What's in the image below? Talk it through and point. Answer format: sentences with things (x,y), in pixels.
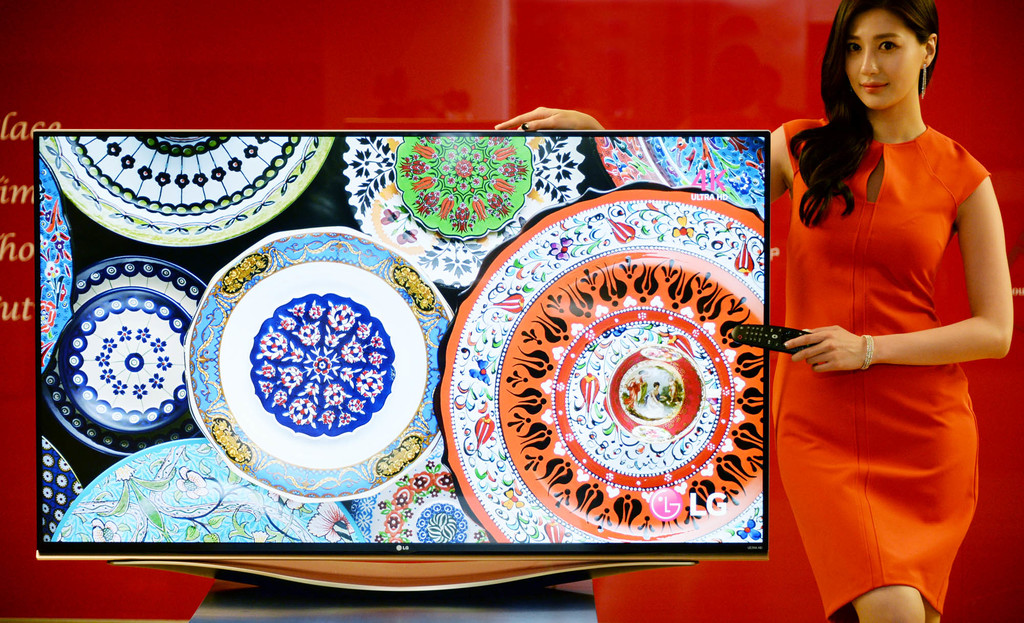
In the foreground (243,318), I can see a TV (435,373) and a woman (862,319) is holding a remote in hand (843,359) is standing. In the background (535,95), I can see a colored wall (397,66). This image taken, maybe in a hall (708,103).
